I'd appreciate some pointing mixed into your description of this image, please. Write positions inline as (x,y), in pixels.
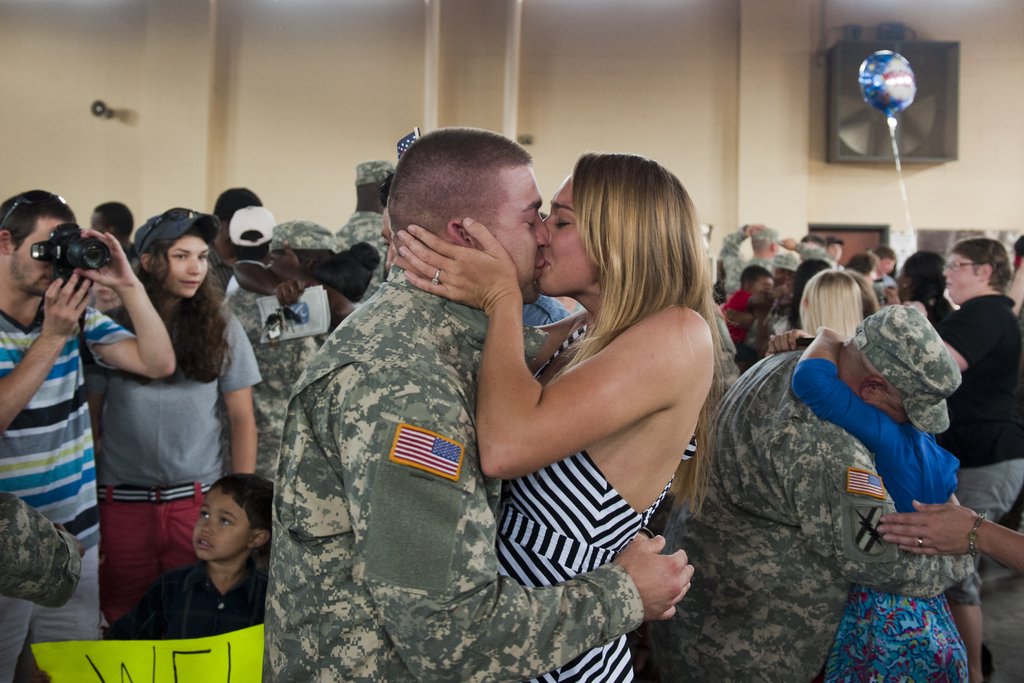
In the picture I can see people (471,438) are standing among them the man (461,408) and the woman (655,368) in front of the image are kissing each other. On the left side of the image (80,386) I can see a person (84,340) is holding a camera (100,262) in hands (106,277). In the background (775,88) I can see a balloon (866,85), wall (596,86) and some other objects (913,119).
